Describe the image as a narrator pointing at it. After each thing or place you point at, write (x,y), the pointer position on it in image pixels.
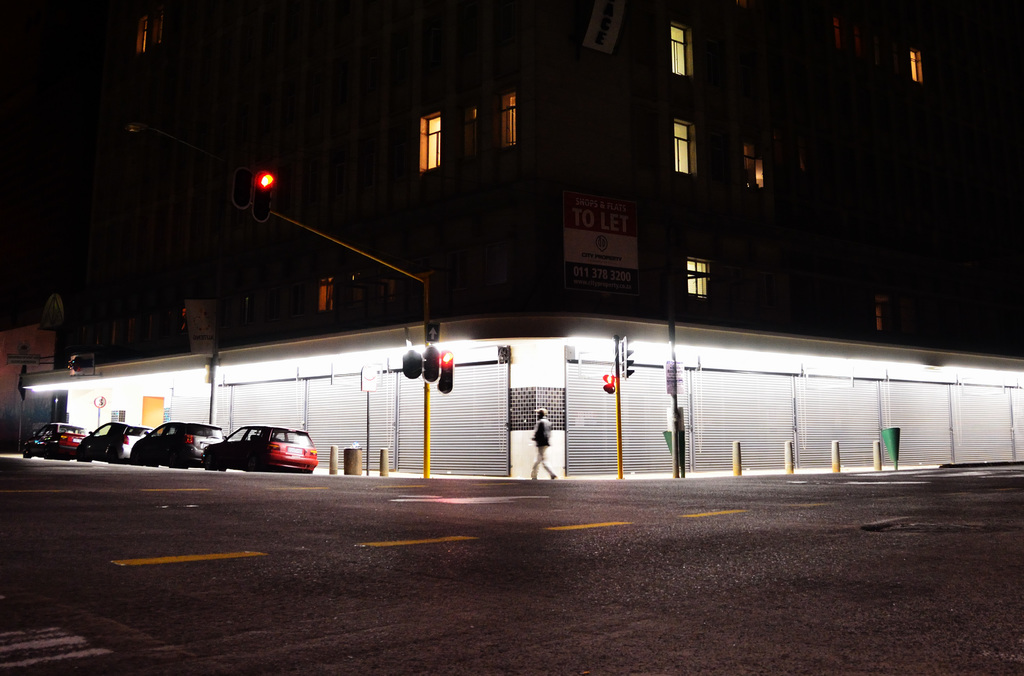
In this image a person (534,474) is walking on the pavement (630,478). Few traffic lights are attached to the poles (616,392). Left side (201,447) there are vehicles (64,431) on the road (663,563). Background (917,214) there are buildings (416,220).
